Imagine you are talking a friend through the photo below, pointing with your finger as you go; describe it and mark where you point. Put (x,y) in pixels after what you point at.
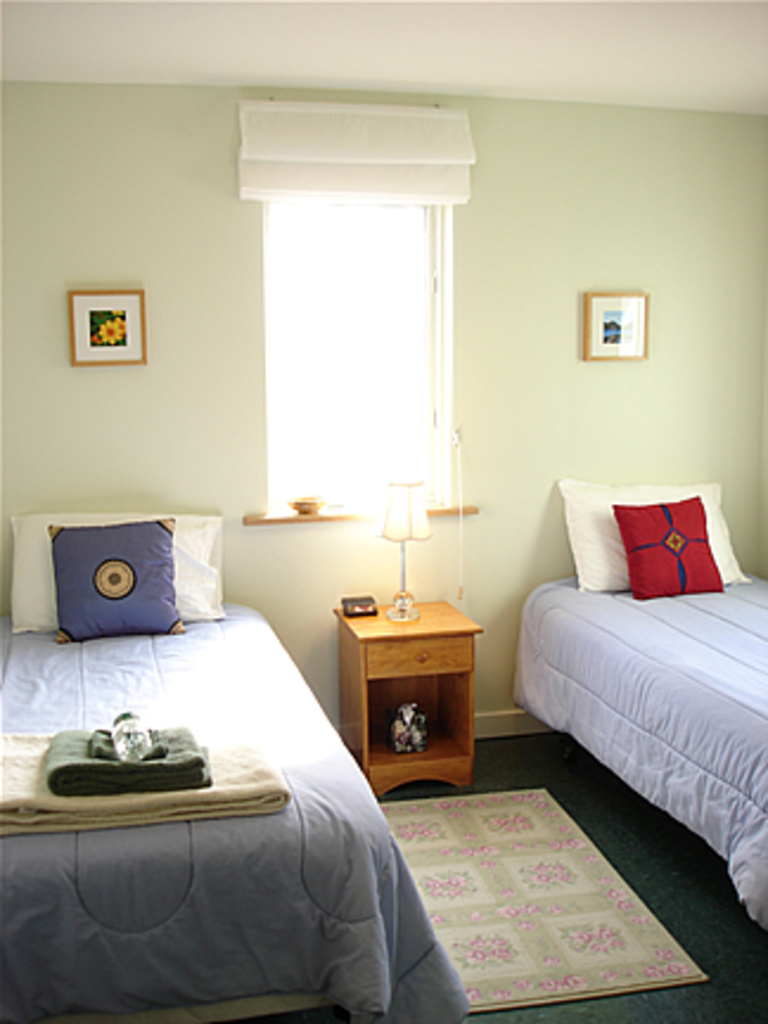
In this image, 2 bed (284,881) are there. On top of that, pillow (616,547), cushion (664,557), cloths (158,802), bottle (134,745) are placed. In the middle (392,672), wooden table (388,685), few items (418,731) are there on it. And there is a wall (154,340), 2 photo frame (119,327) and window (415,354) we can see. White color roof (398,59) at the top (390,54).
